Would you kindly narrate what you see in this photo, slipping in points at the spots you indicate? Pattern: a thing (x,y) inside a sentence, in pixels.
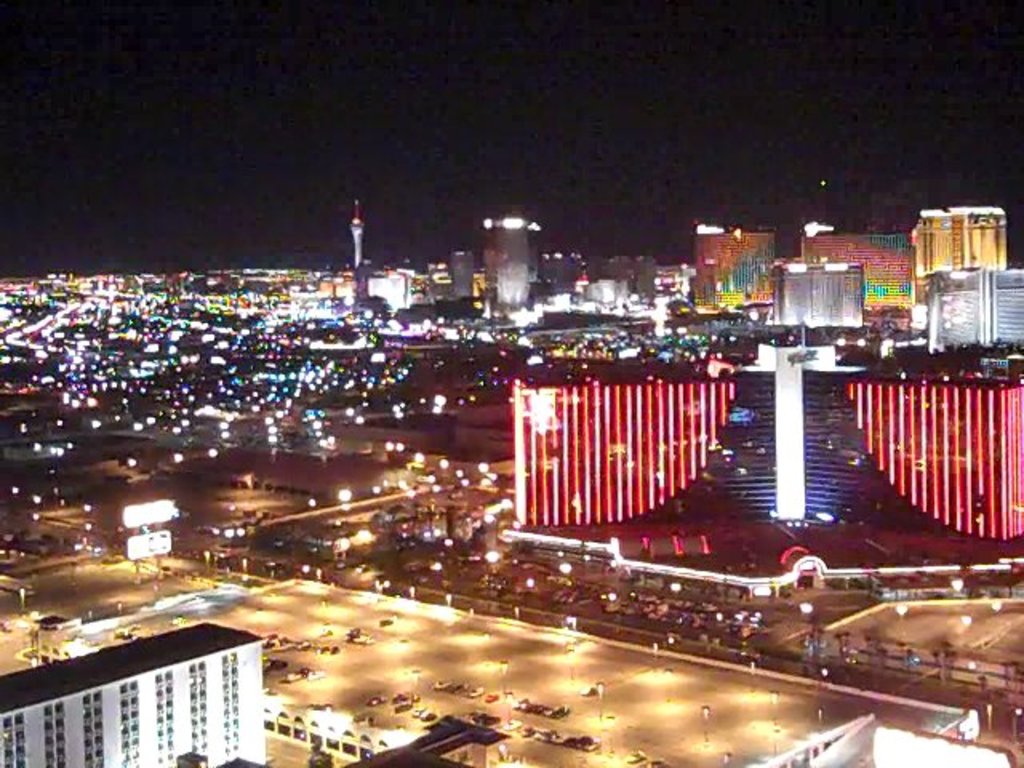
In this image I can see few buildings (218,668), few light poles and vehicles (589,740). Background (663,99) is in black color.
